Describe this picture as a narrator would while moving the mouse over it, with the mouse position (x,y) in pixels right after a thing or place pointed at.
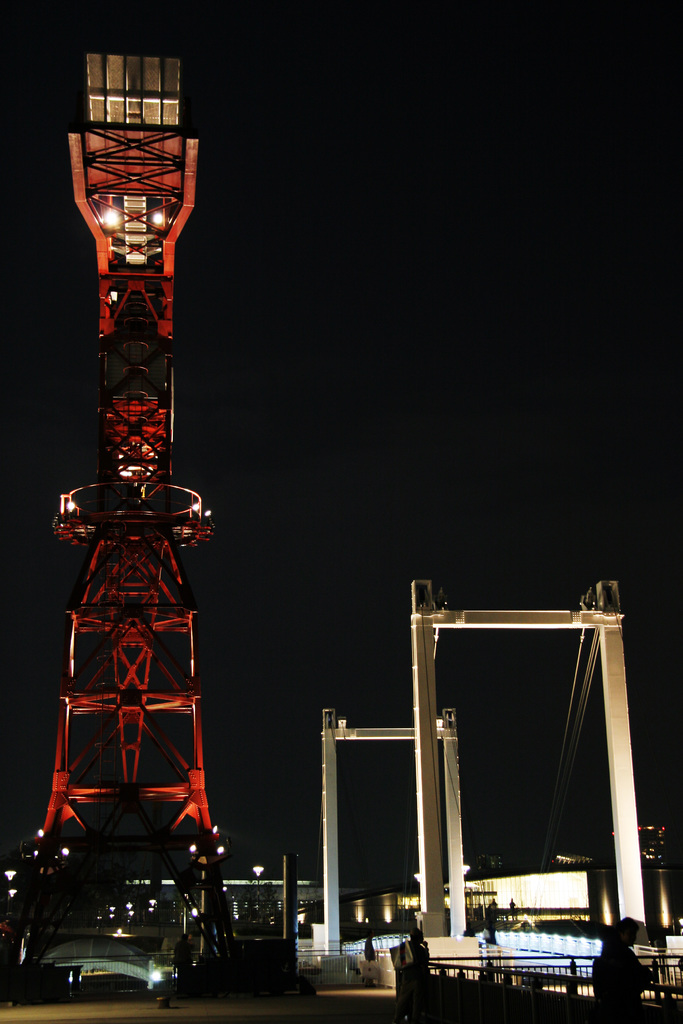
In this image there is a tower (115,160) and a bridge (454,894), on the bottom right (602,994), there are two persons (397,1016) standing near a railing (581,982), in the background (481,315) it is dark.
